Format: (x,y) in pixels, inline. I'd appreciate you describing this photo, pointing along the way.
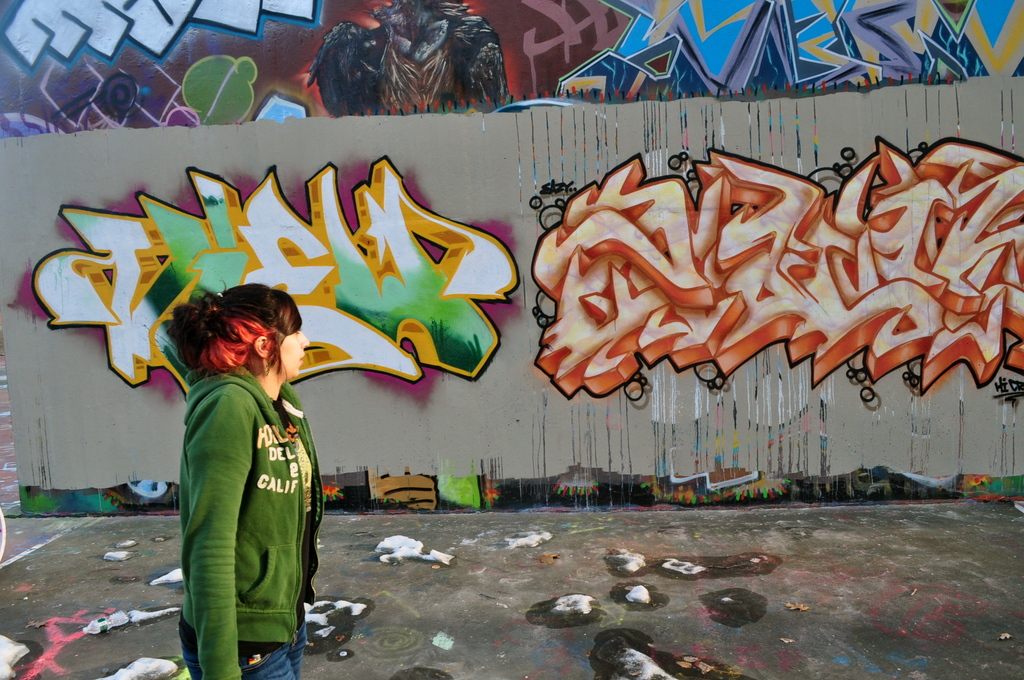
In this image, we can see a lady (234,463) and in the background (144,426), we can see a graffiti (583,275) on the wall (331,408). At the bottom (122,619), there is a bottle (103,623) and some other objects (138,612) on the road (608,586).
